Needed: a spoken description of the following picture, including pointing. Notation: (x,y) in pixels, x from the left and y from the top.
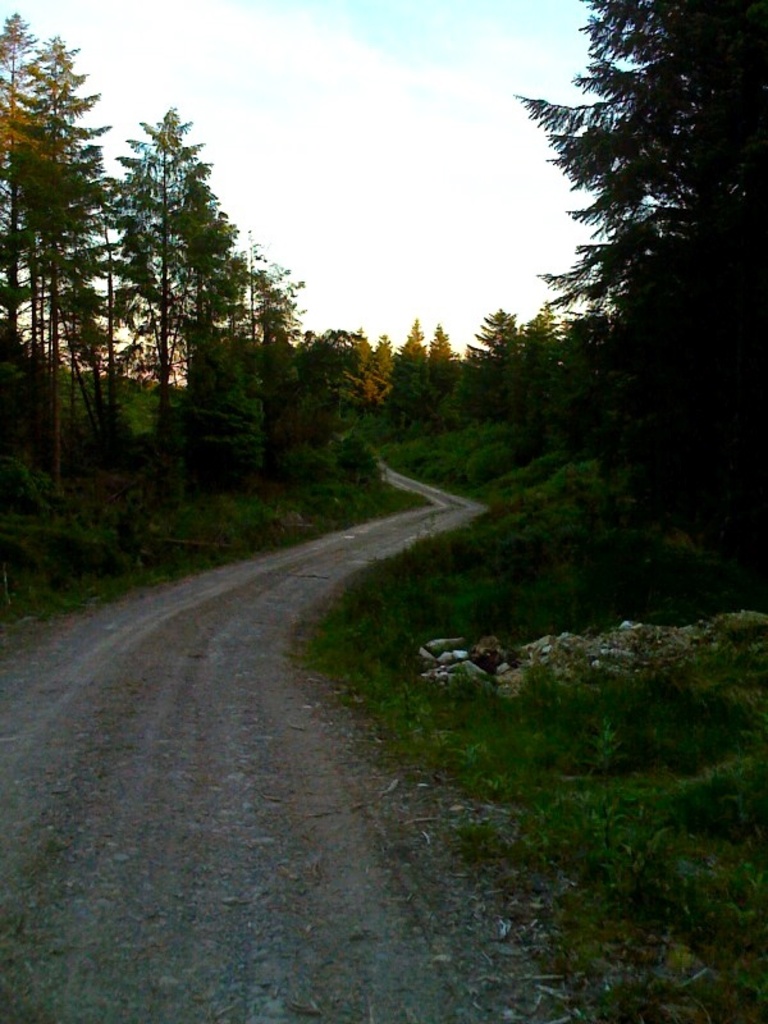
At the top (394,66) there is sky (427,66). On either side of the road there are trees (637,349) and grass (636,724).
